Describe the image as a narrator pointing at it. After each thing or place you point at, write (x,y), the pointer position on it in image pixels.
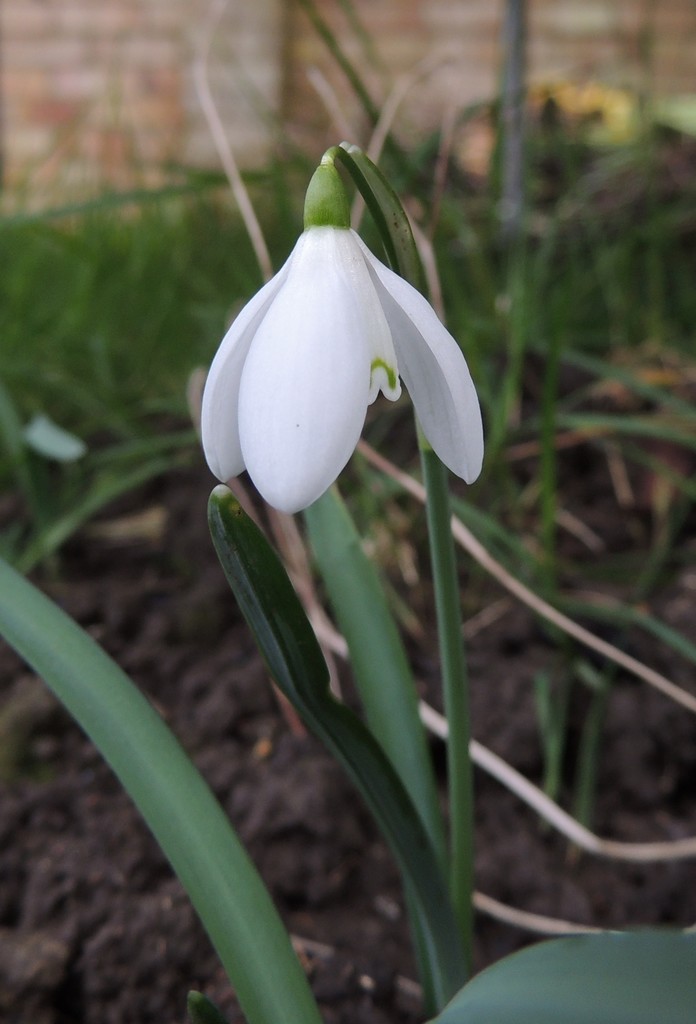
In this picture I can see a plant (383,344) with white flower (410,308), and in the background (411,208) there is soil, grass (589,253) and a wall (425,128).
